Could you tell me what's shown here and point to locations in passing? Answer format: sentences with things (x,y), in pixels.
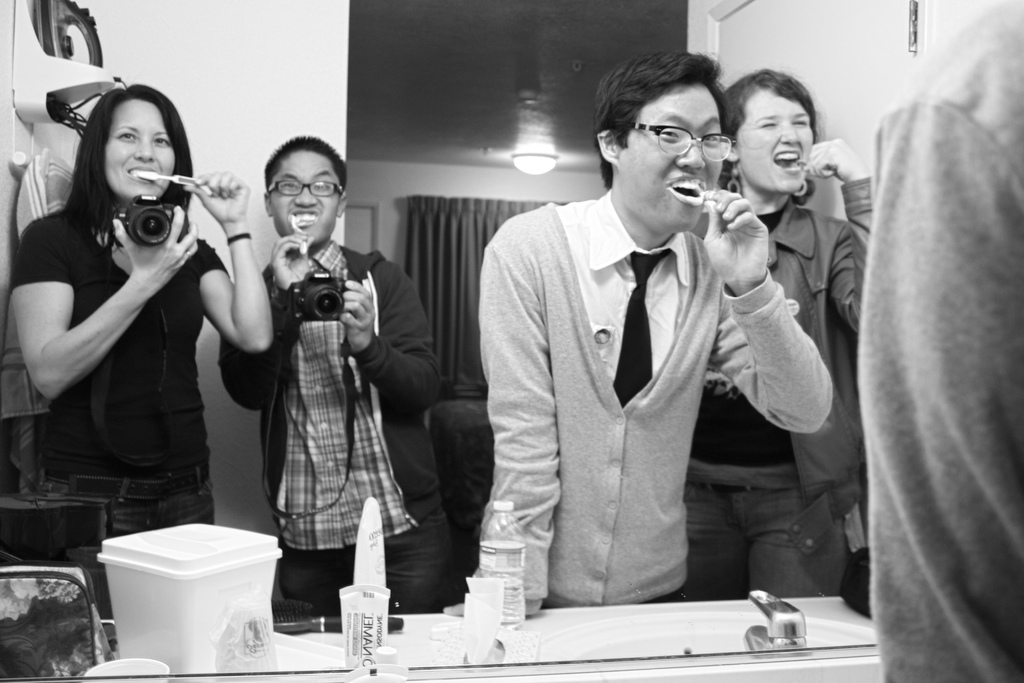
In the middle of the image (585,383) few people (728,346) are brushing and looking in to the mirror (248,191) and these two people (203,197) are standing and holding cameras (130,207) in their hands (235,203). Bottom left side of the image (221,526) there are some products (87,579).
